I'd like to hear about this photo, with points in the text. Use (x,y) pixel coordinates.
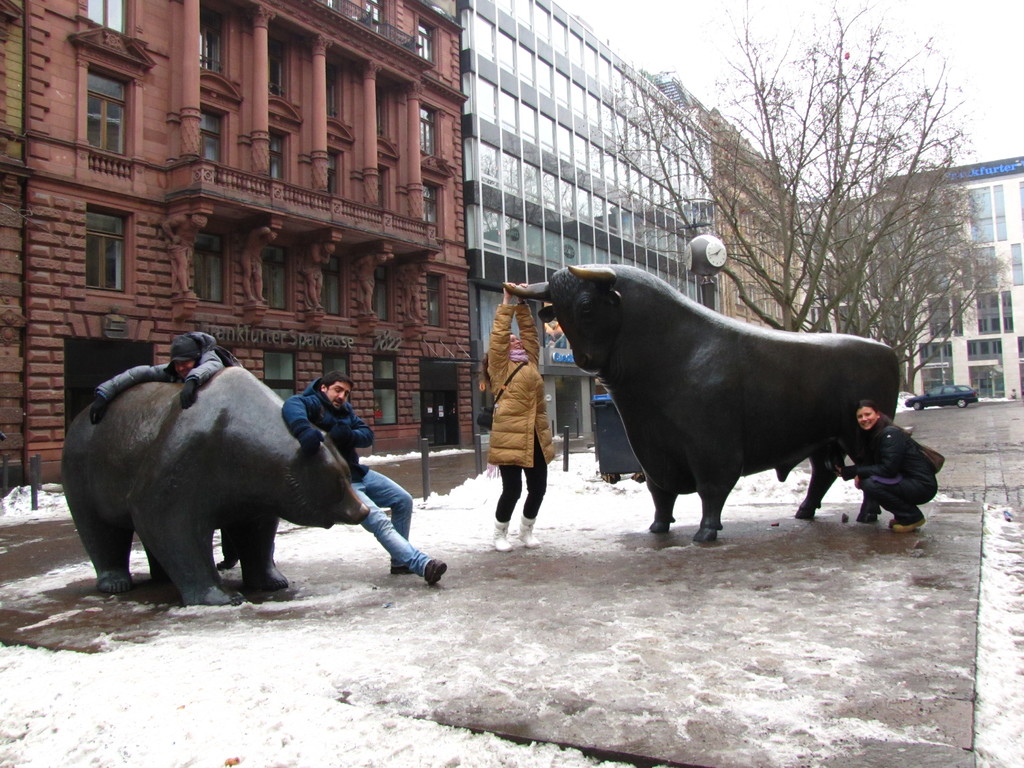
There are people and this person (903,435) sitting like squat position and we can see a bull (877,398), a bear (220,440) and snow (684,647). In the background (297,351) we can see buildings (297,351), windows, trees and sky (966,39).
